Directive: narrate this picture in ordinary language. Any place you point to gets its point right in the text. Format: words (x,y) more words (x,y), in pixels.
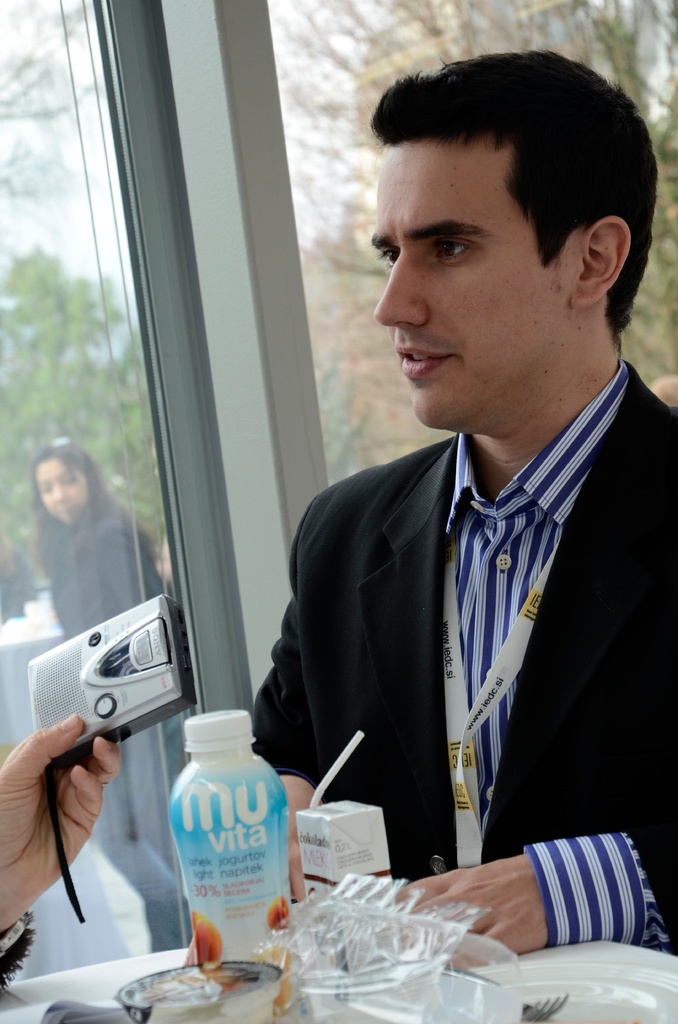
In this image I can see a man (464,728) wearing a suit (567,633) and sitting. This is a table (290,1003) where a bottle (264,894), bowl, plate (557,979), fork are placed on it. At background (110,549) I can see women (63,574) standing. At the left corner of the image (47,786) I can see a person's hand (74,779) holding a recorder (109,687).
